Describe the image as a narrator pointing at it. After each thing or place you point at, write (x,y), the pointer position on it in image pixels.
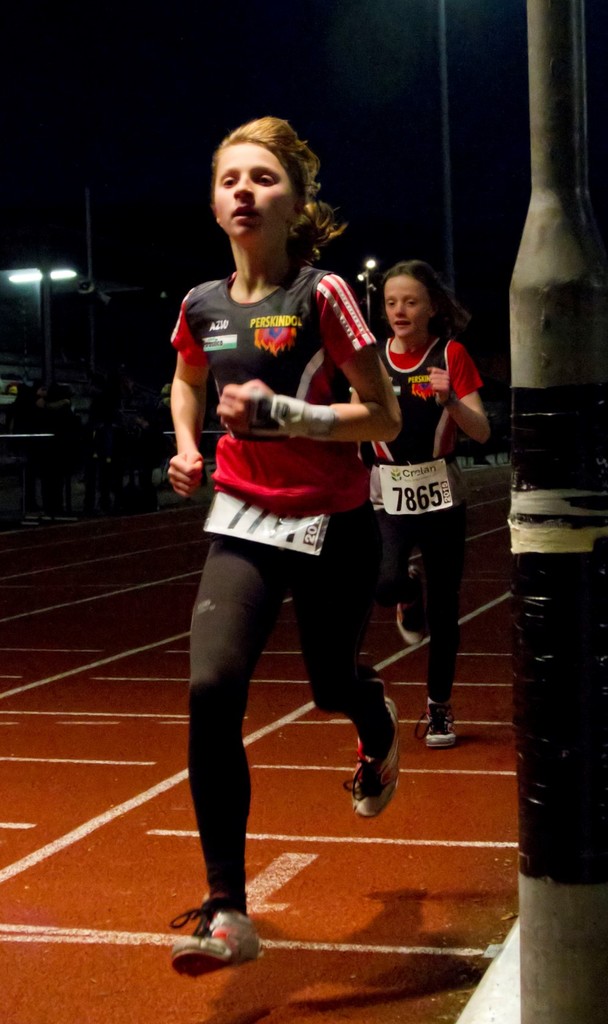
In this picture we can see 2 girls (440,333) running on the ground (311,761).
